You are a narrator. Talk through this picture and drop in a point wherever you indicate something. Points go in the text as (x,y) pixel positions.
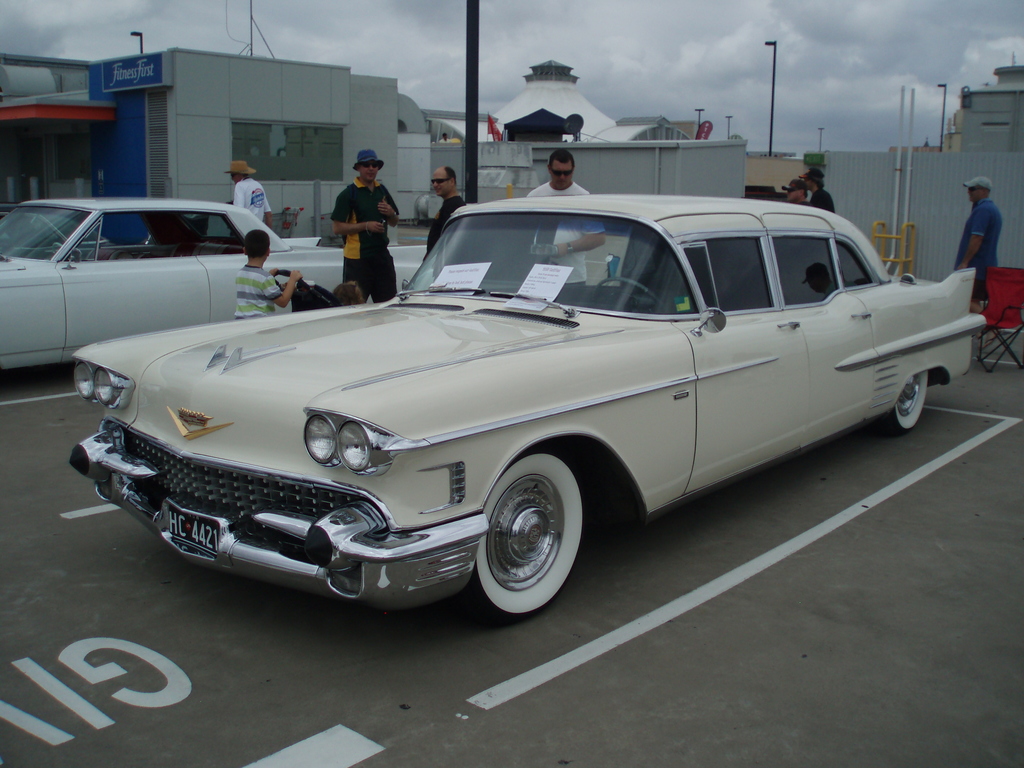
In this picture, we see the two cars (266,348) are parked on the road (414,610). Beside that, we see people (346,247) are standing. We see a boy (239,270) is holding a baby trolley (299,308). Behind the car (852,262), we see a red chair (997,349) and three men (822,184) are standing. There are buildings (529,176) and poles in the background (990,130). At the top (532,21), we see the sky (73,50).
